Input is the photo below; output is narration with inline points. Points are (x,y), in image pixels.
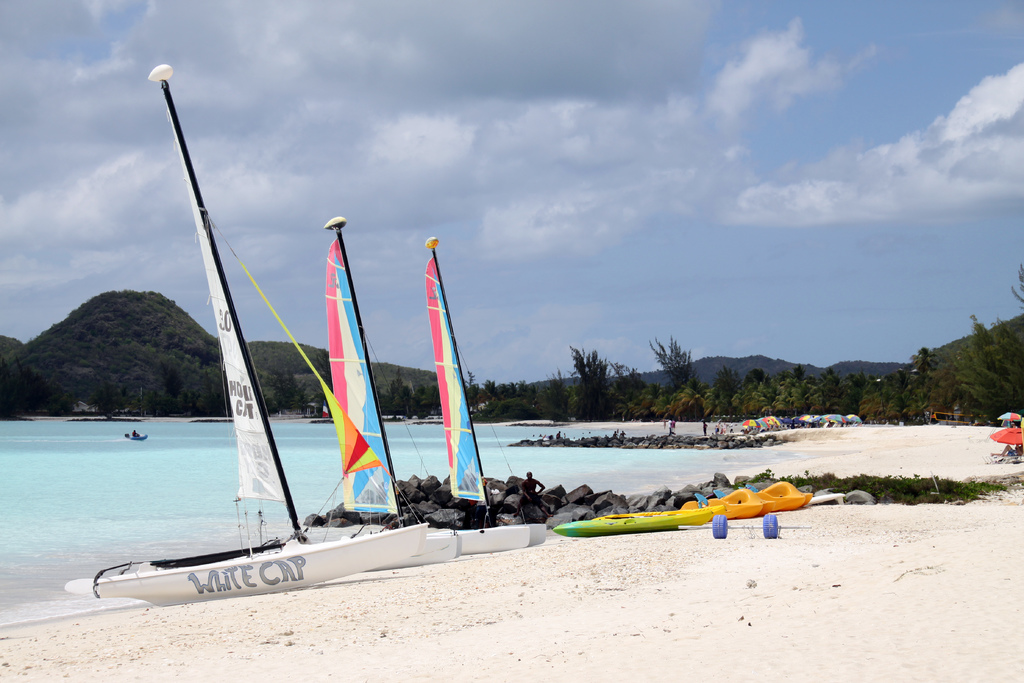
In this picture there are three catamaran boats (449,466) near to the water (13,593). Beside that there is a man (524,492) who is wearing black dress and he is sitting on the stones (571,500). In front of him I can see the small boats (747,496). On the right (1022,449) there is a person (1004,453) who is lying on the bed (1018,461) under the red umbrella (1004,438). In the background (645,389) I can see trees (566,389), mountains (184,377), beach (823,515) and people (623,436). At the top (619,18) I can see the sky (684,90) and clouds (689,132).
